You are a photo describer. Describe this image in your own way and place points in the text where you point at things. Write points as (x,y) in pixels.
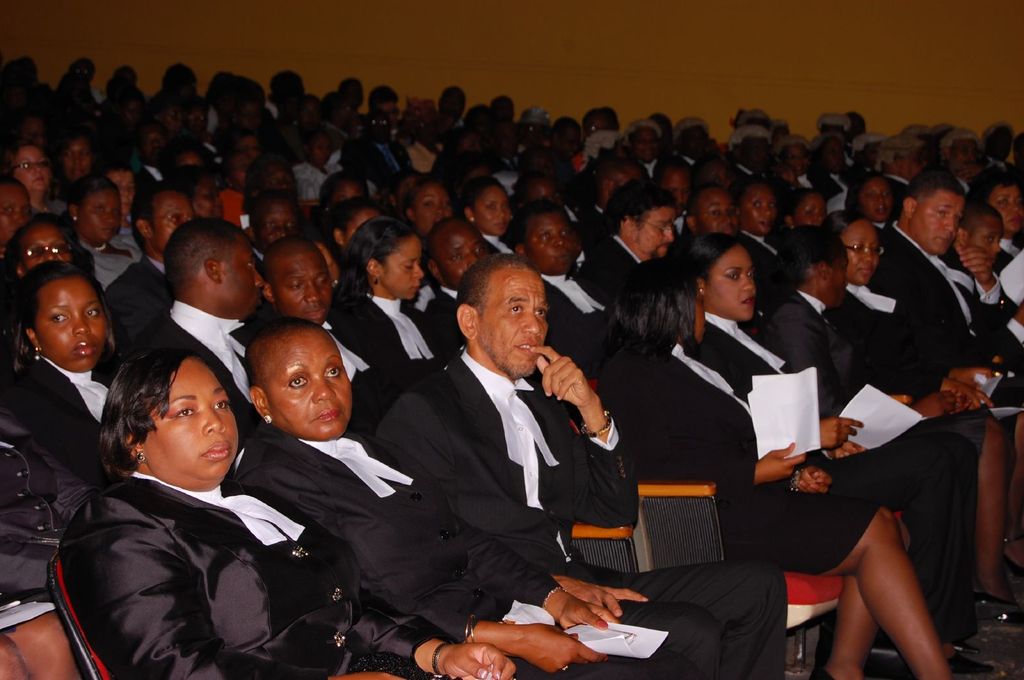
In this image, we can see people (426,269) wearing uniforms (410,368) and sitting on the chairs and some of them are holding papers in their hands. In the background (807,59), there is a wall (783,63).
